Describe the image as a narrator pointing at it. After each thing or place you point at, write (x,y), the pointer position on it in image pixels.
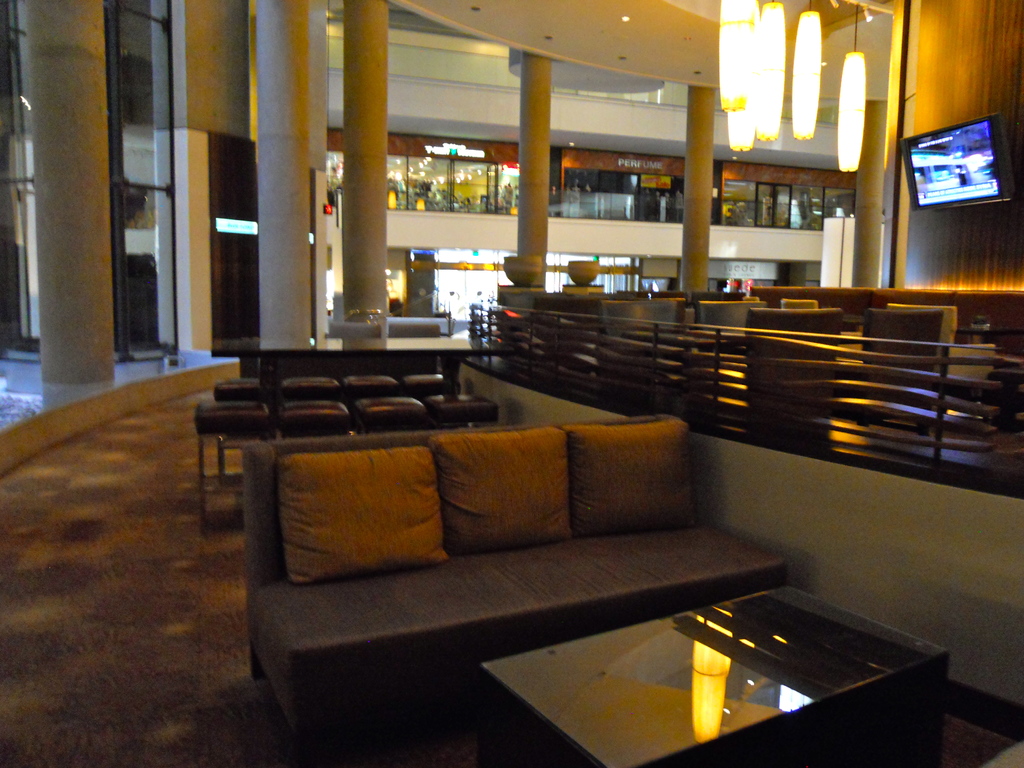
This is the picture taken in a room (552,436), in this room (321,641) there are chairs (350,629) on the chairs (451,571) there are cushions (515,538) in front of the chairs (475,581) there is a table (612,687). Behind the chairs (426,591) there's a wall (912,281) with a television (931,192) and pillars (700,199).
